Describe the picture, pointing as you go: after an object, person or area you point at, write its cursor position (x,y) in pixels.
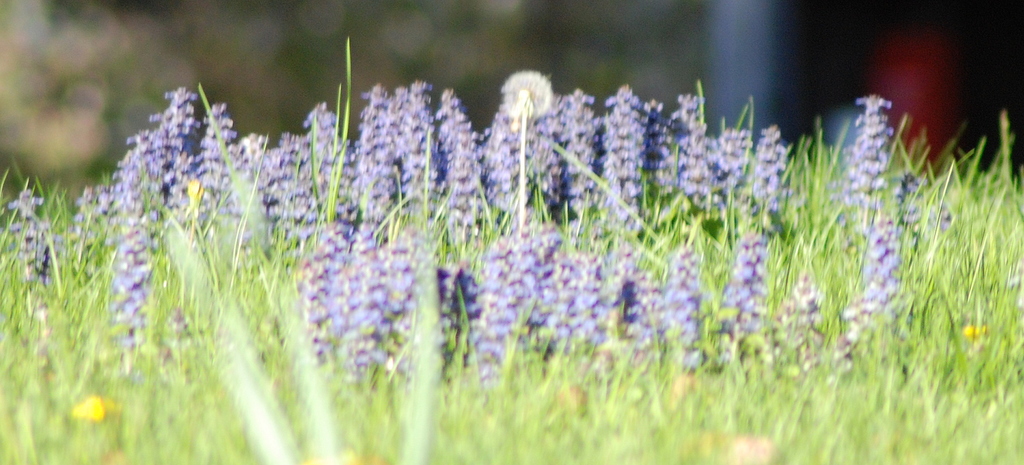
In this image in the front (537,406) there is grass (573,403). In the center (461,233) there are flowers (547,189) and the background (825,45) is blurry.
